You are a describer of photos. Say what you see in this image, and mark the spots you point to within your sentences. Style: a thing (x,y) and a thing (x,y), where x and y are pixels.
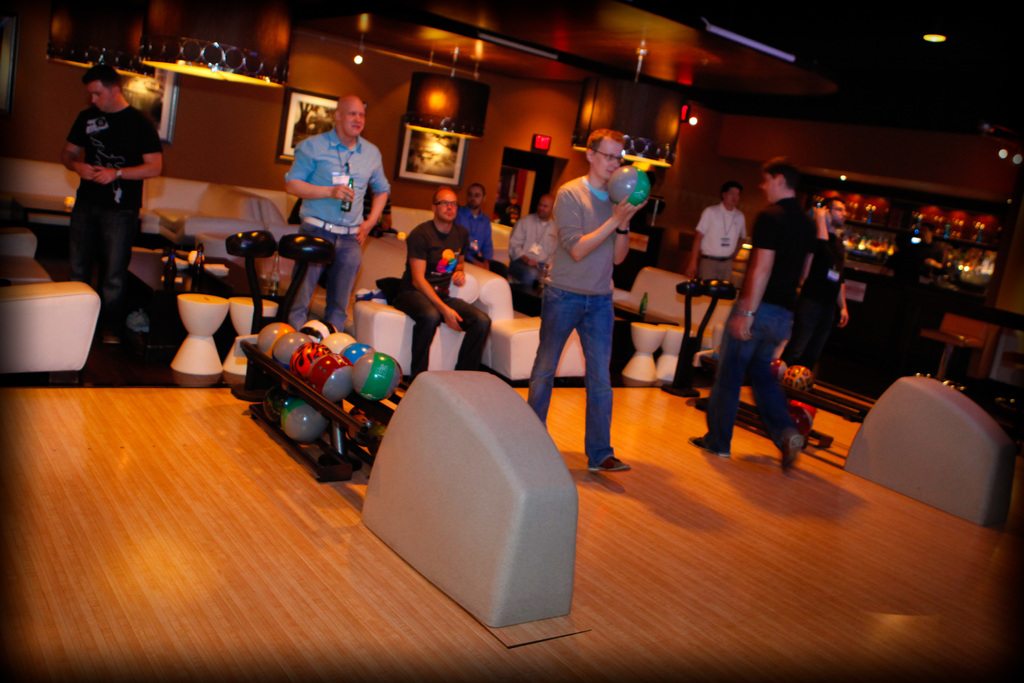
In this image we can see a few people (440,215) sitting on the chairs (485,307) and few people (785,244) are standing and holding an object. And at the back (250,311) we can see the chairs (286,222), stand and balls (279,347). We can see the wall (789,155) with photo frames (405,156) and lights (277,63).
